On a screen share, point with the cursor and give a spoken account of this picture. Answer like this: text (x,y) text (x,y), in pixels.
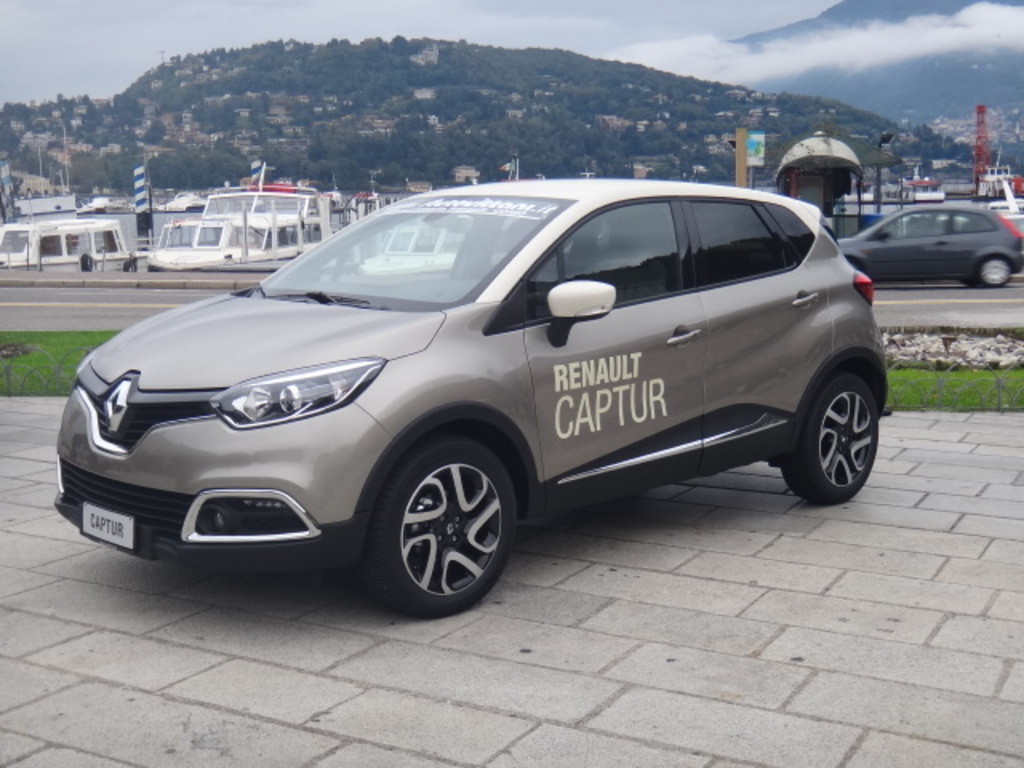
In this image we can see a car (153,528) on the tiles (284,643) on the ground (284,643), small fence (68,392), grass (50,389), vehicle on the ground (209,276), boats (26,218), flags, poles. In the background (196,96) there are trees (215,168) and buildings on the hill (454,86), mountains (900,68) and clouds (267,38) in the sky (5,24).
